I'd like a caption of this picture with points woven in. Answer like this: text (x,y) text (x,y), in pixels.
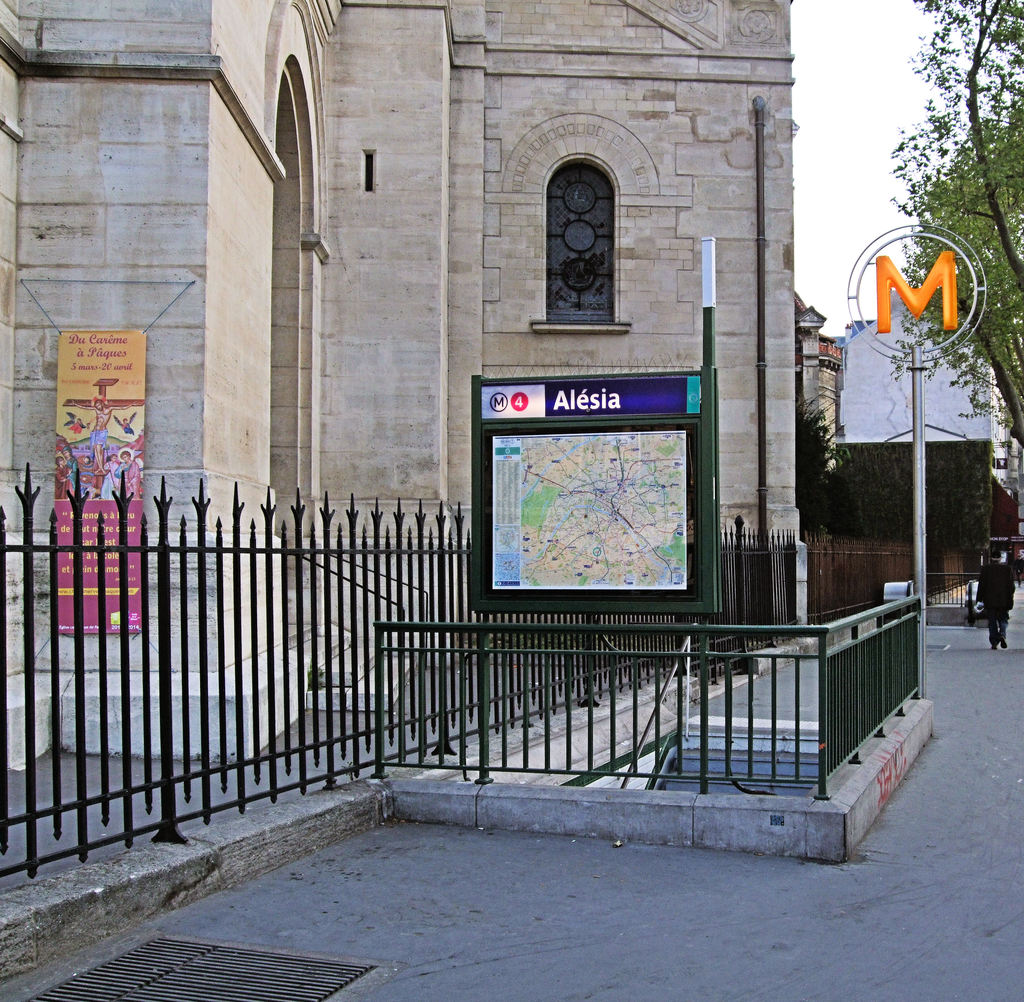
In the image we can see a building (332,210), fence (285,667), pole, board (656,540), banner (104,427), footpath (721,883), tree (949,191) and a white sky (824,97). We can even see there is a person (982,594) walking and wearing clothes (988,586).
